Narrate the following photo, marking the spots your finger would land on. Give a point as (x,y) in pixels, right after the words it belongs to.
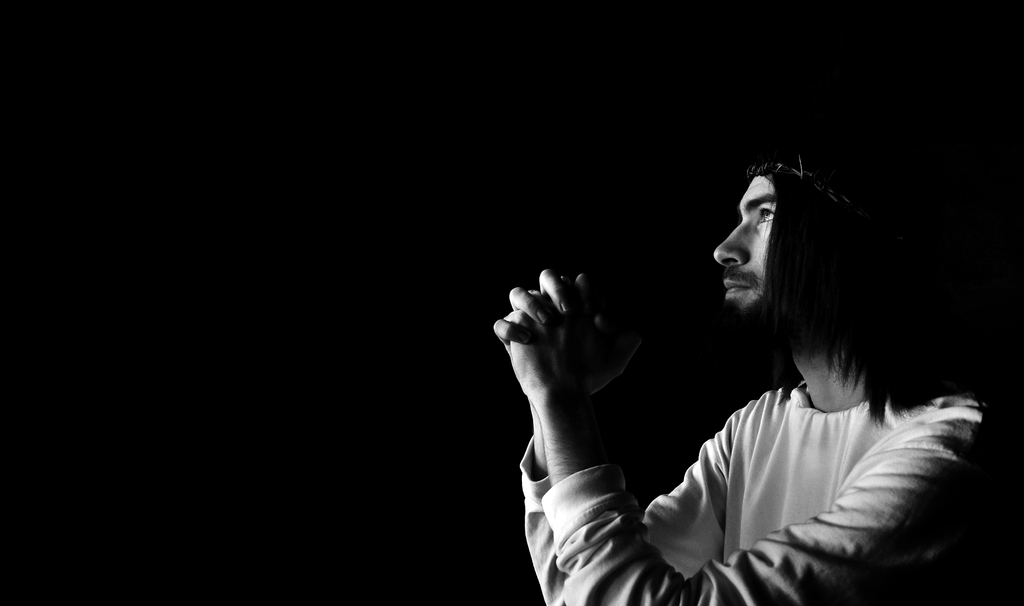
It is the black and white image of a man (776,394) who is holding his hands (561,351) together.
